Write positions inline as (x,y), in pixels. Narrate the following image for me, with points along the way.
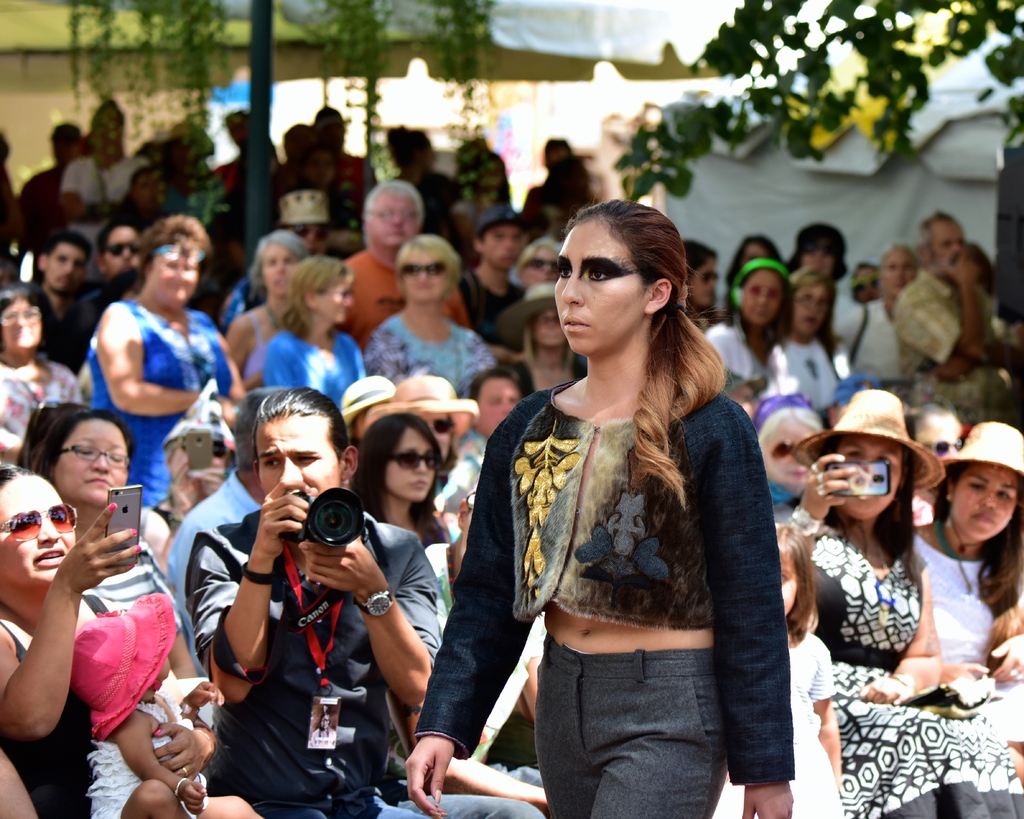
In this image I can see number of people (530,213) and few of them holding phones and a camera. I can also see few of them are wearing hats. In the background (1011,62) I can see a tree (867,32).
